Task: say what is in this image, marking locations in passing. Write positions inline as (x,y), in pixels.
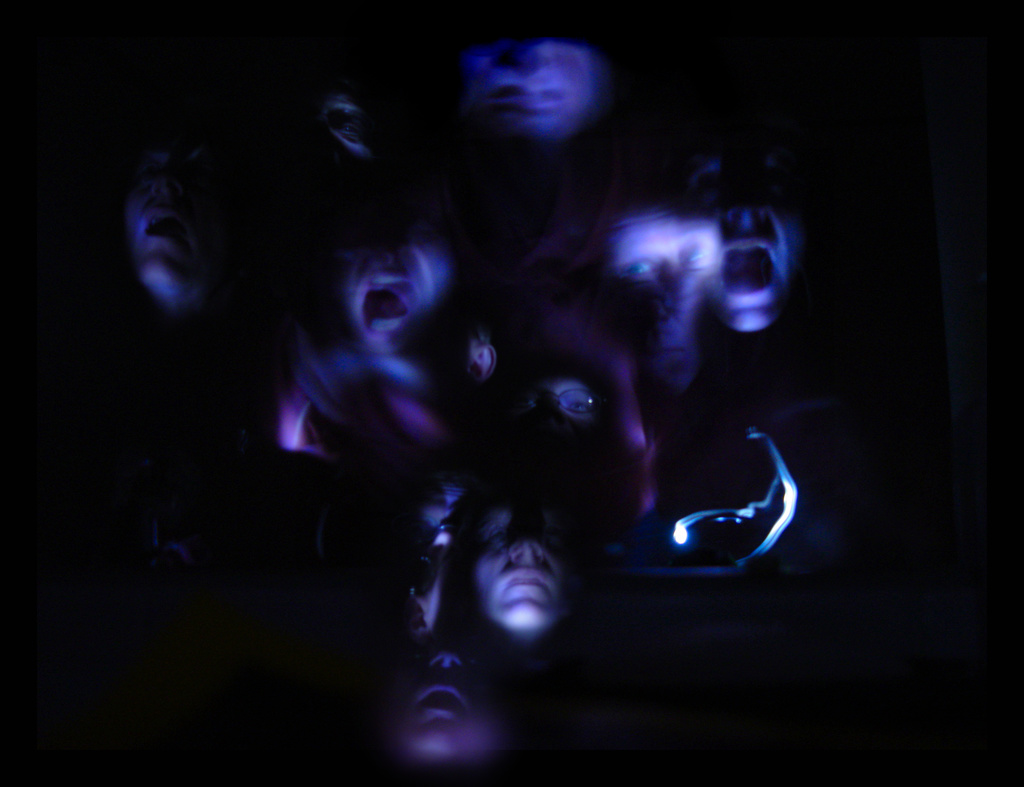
This is an edited picture. In the middle of the image (671,353) faces (694,339) of people (694,339) are visible.
